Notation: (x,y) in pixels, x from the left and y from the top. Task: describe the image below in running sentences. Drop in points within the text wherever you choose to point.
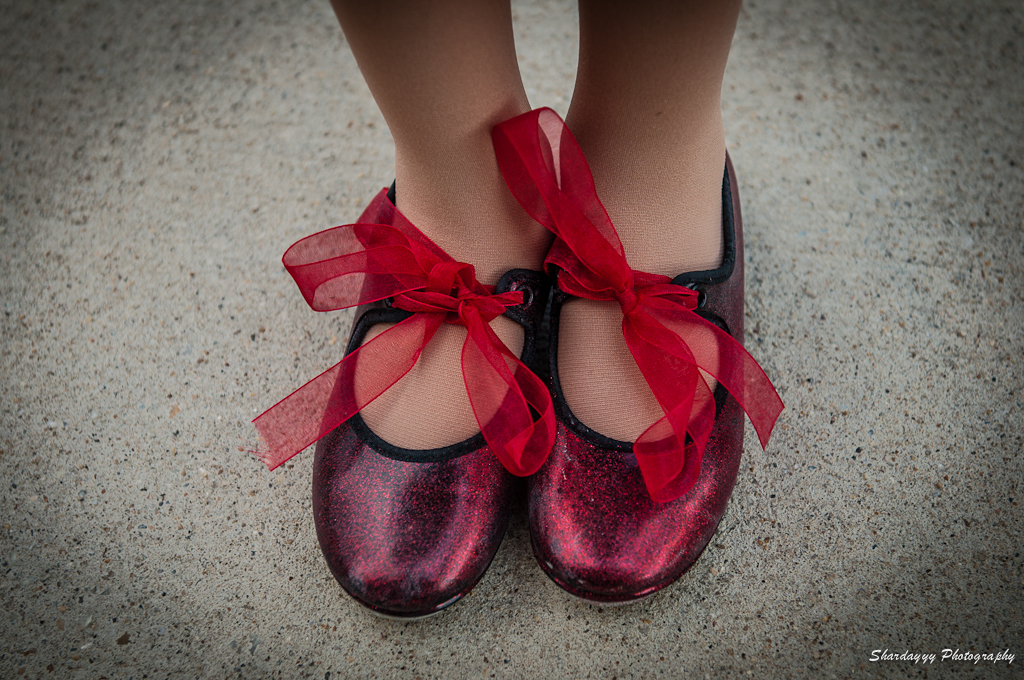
This image consists of a girl (614,372) wearing shoes (449,551). The shoes (558,567) are in red color. To that there are red colored ribbons (404,243). At the bottom (794,633), there is road (193,418).
